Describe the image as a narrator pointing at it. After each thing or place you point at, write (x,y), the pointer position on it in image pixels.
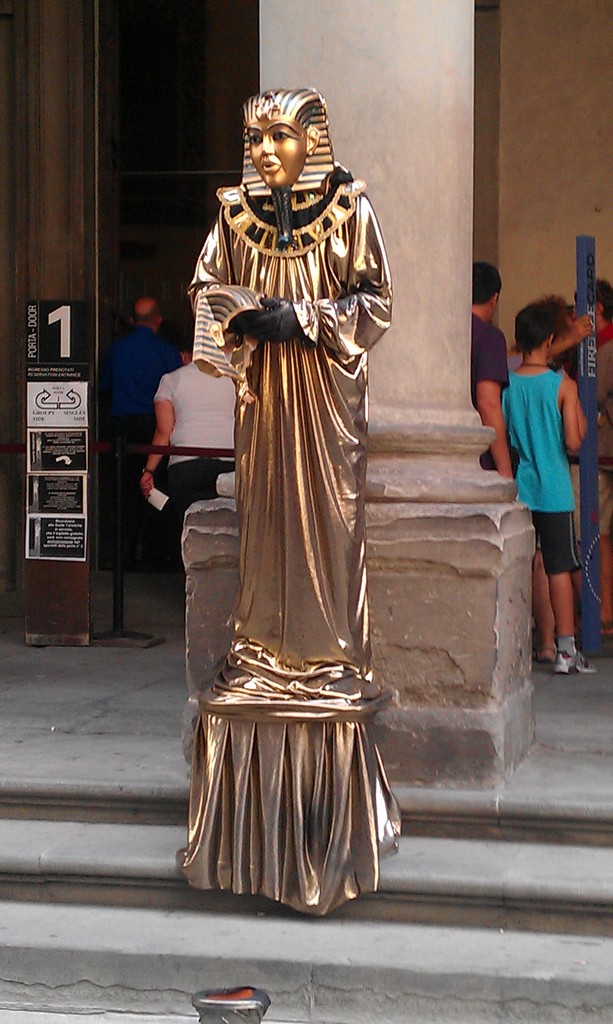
In this image we can see a statue (363,568), behind the statue (361,232) we can see a pillar (371,441), there are few people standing and also we can see a poster (84,379) with text (49,543), in the background (96,568) it looks like a building (491,223).
